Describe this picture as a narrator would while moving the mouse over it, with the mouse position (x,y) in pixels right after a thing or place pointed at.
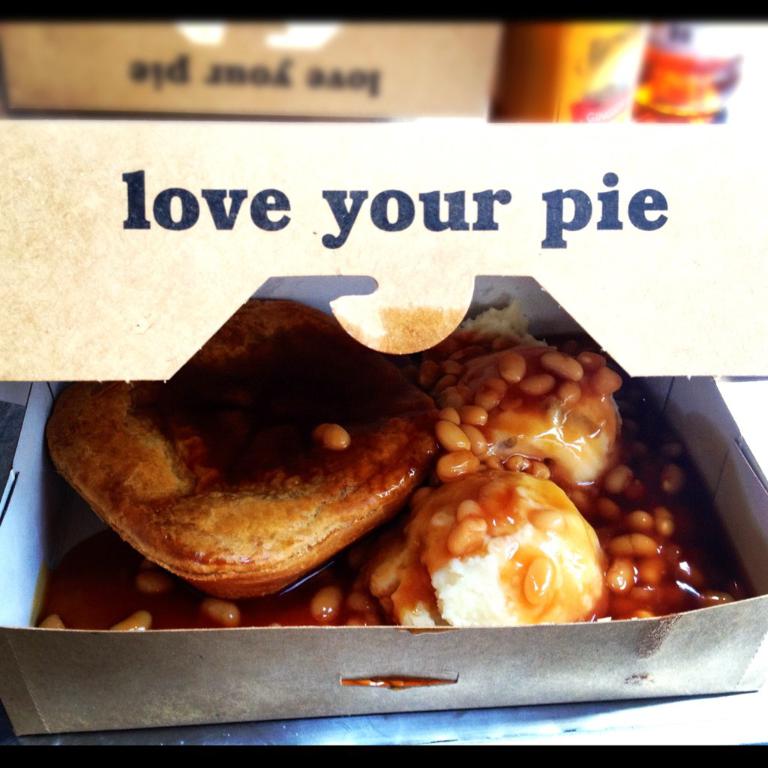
There is a lid (199,193) having a text (134,183) printed on a cardboard box (319,192). Under this lid (78,375), we can see there are food items (280,544) in a box (57,514), which is placed on a surface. In the background (730,84), there are other objects (659,49).
